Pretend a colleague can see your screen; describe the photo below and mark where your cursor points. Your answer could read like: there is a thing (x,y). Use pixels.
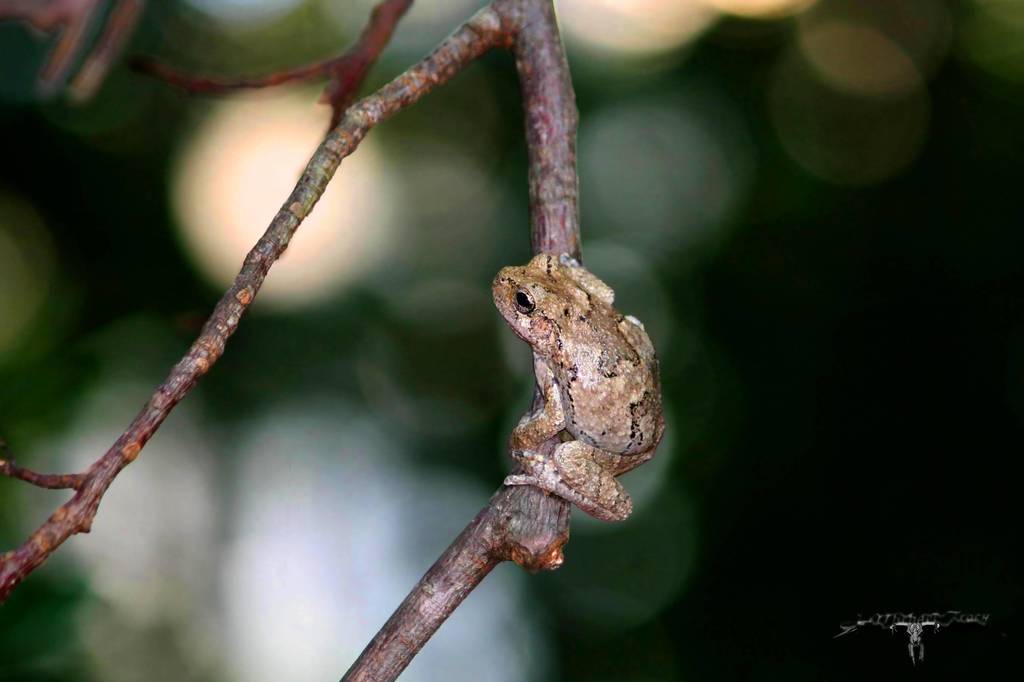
In this picture we can see a frog (570,350) and blurry background (697,237).
